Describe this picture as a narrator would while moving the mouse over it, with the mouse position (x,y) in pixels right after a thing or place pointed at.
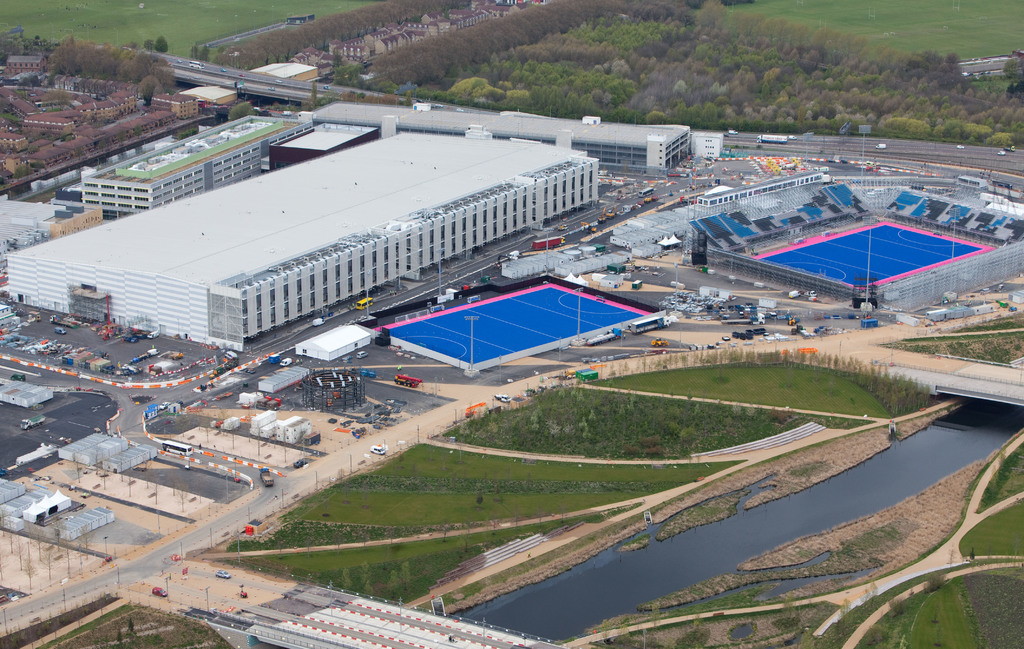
This is an outside view. On the right side (794,510) there is a lake (818,517), a bridge (995,395) and grass (863,556) on the ground (986,597) and also there are many trees (645,429). On the left side (190,306) there are many buildings (365,174) and vehicles (223,368) on the roads (153,389) and also I can see two stadiums (882,262). At the top of the image (612,49) there are many trees (554,44).
